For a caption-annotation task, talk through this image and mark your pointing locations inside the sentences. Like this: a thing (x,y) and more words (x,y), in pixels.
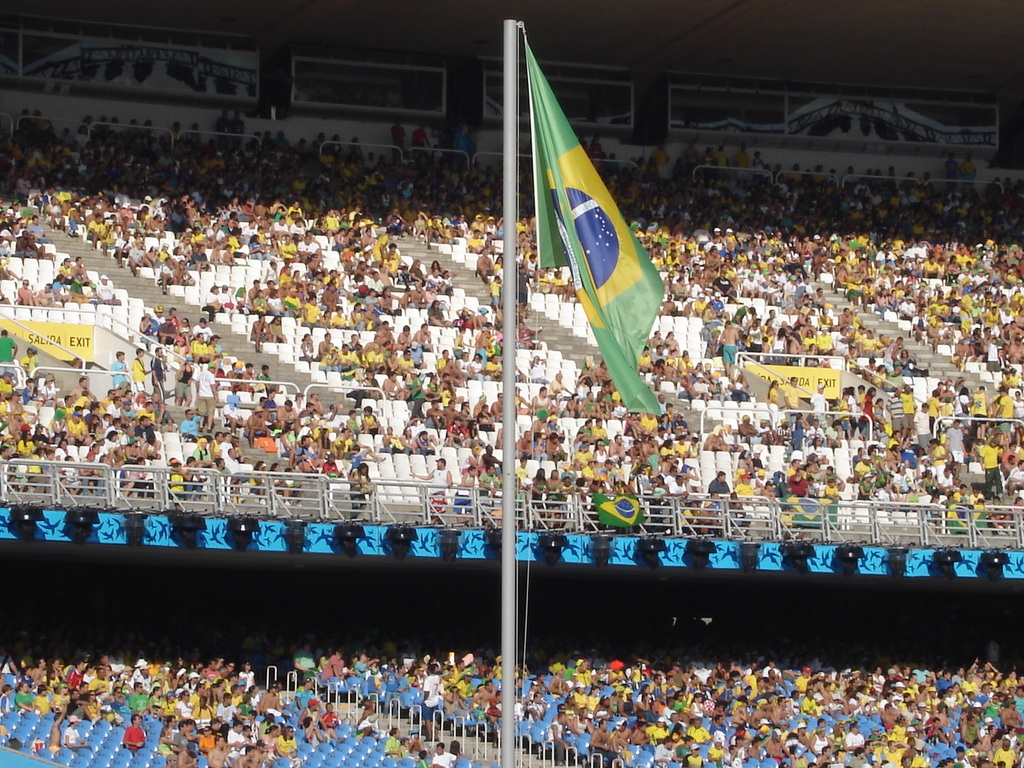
This picture might be taken in a stadium (743,244), in this image there are a group of people (266,434) who are sitting and in the foreground (553,186) there is one pole (505,756) and flag (614,281). And in the background (992,161) there are some boards (151,51) and wall (326,114).
